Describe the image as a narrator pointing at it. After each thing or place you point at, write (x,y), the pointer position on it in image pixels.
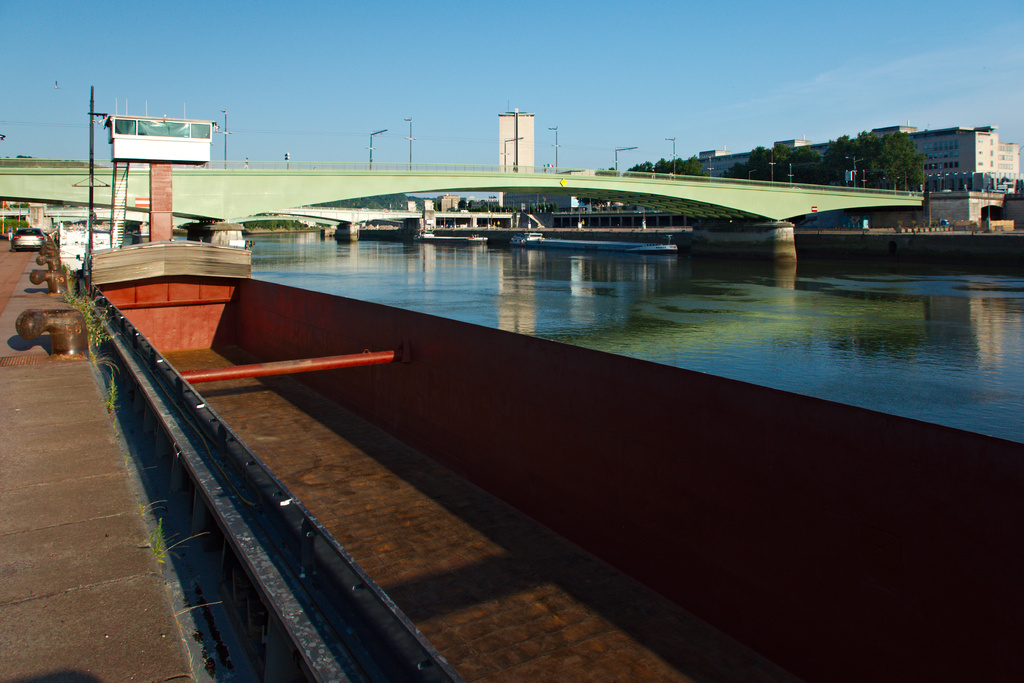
In this picture I can see the water (321,251), above that I can see two bridges (250,197). On the left (16,241) there is a car (20,244) which is parked near to the fencing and pole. On the right (937,187) I can see many buildings (939,167), street lights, fencing (245,169) and trees (873,160). At the top (886,95) I can see the sky (838,18) and clouds (927,72). At the bottom (588,465) there is a boat (353,502).
